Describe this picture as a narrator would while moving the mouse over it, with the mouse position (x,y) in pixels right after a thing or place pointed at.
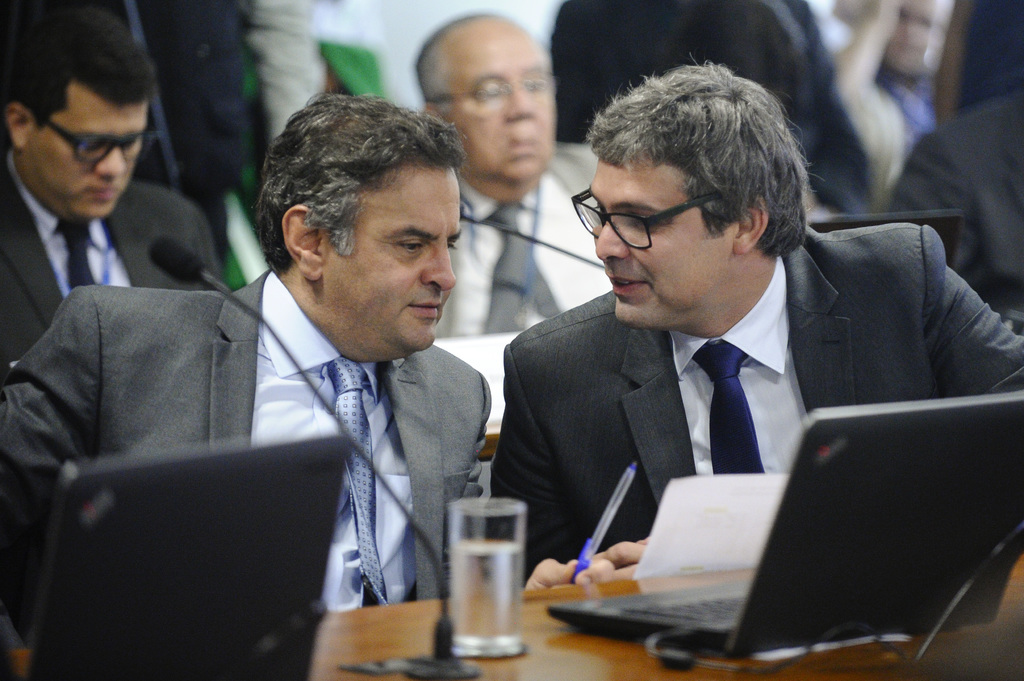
In this image I see 4 men (595,235) who are wearing suits (548,331) and I see a mic (239,297) over here and I see a table (323,625) on which there are laptops (786,614) and a glass (467,570) over here and I see that it is blurred in the background (775,70) and I see the white paper (696,514) over here and I see that there is a pen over here.
